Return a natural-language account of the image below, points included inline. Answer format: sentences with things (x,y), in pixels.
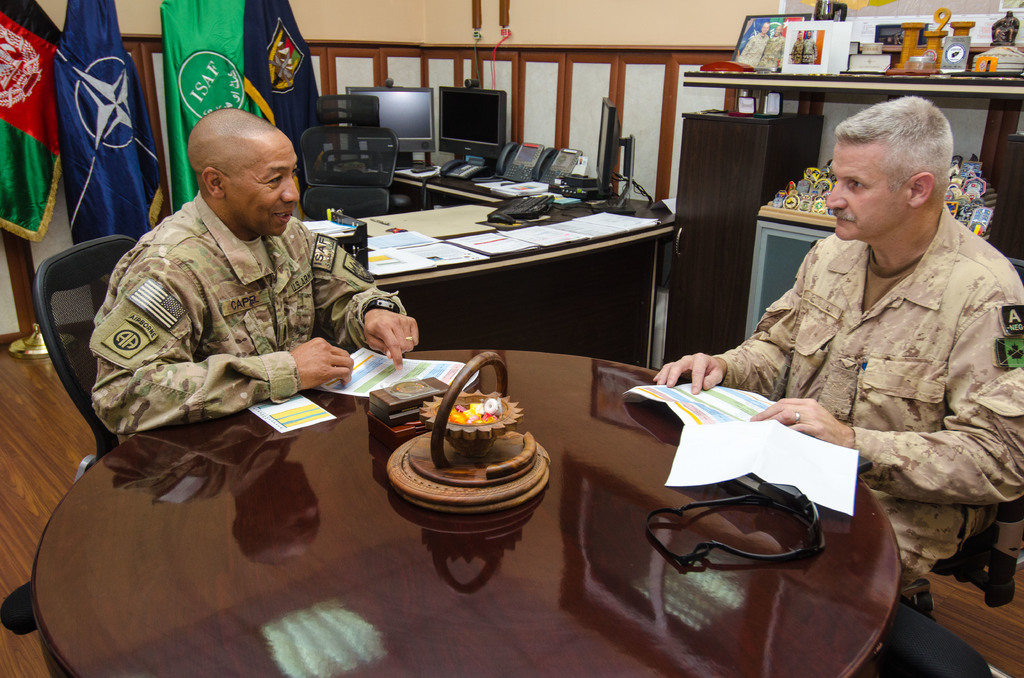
In this image there are two army personnel (357,281) seated on chairs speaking with each other, in front of them there is a table (327,448), on the table (359,498) there are few papers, behind them there is a table (562,210) and a chair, on the table (503,295) there are landline telephones (516,172) and three monitors (462,154), beside the monitor screens (391,118) there are few flags (176,140).
